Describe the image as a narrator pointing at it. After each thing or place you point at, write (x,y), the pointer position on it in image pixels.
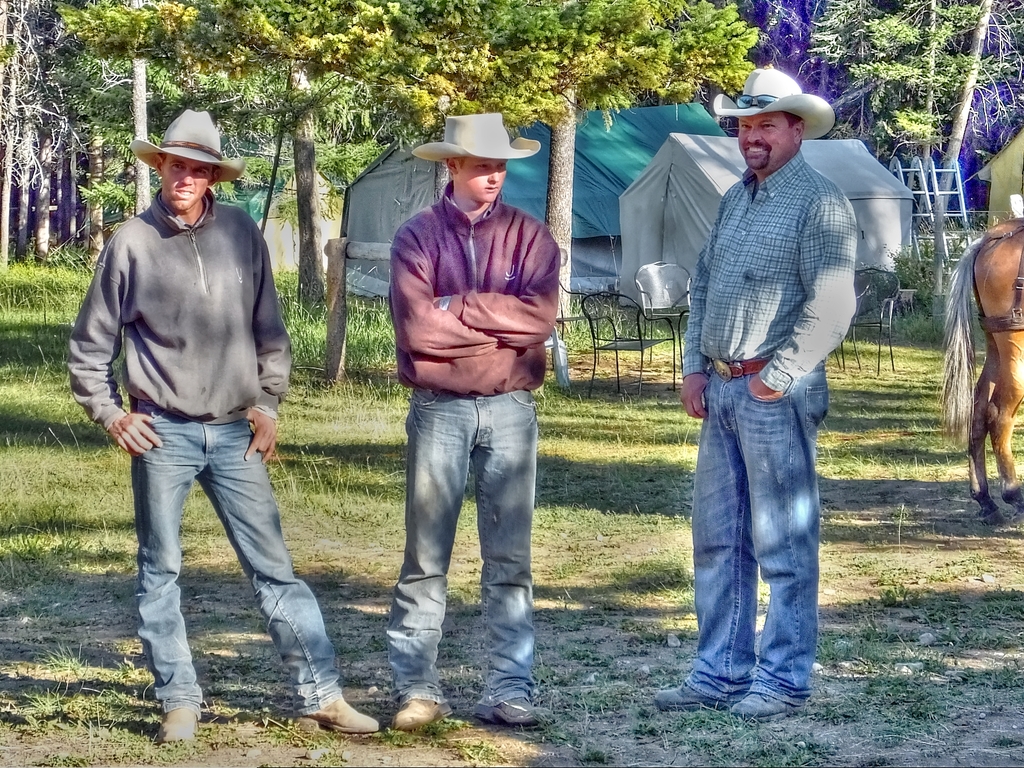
In this image I see 3 men (396,337) who are standing and I see that 3 of them are wearing hats (808,131) and I see that this man (746,357) is smiling and I see a horse (1000,354) over here which is of brown in color and I see the green grass (864,453). In the background (42,226) I see the tents (709,228), few chairs (654,307) and I see number of trees (878,44).
